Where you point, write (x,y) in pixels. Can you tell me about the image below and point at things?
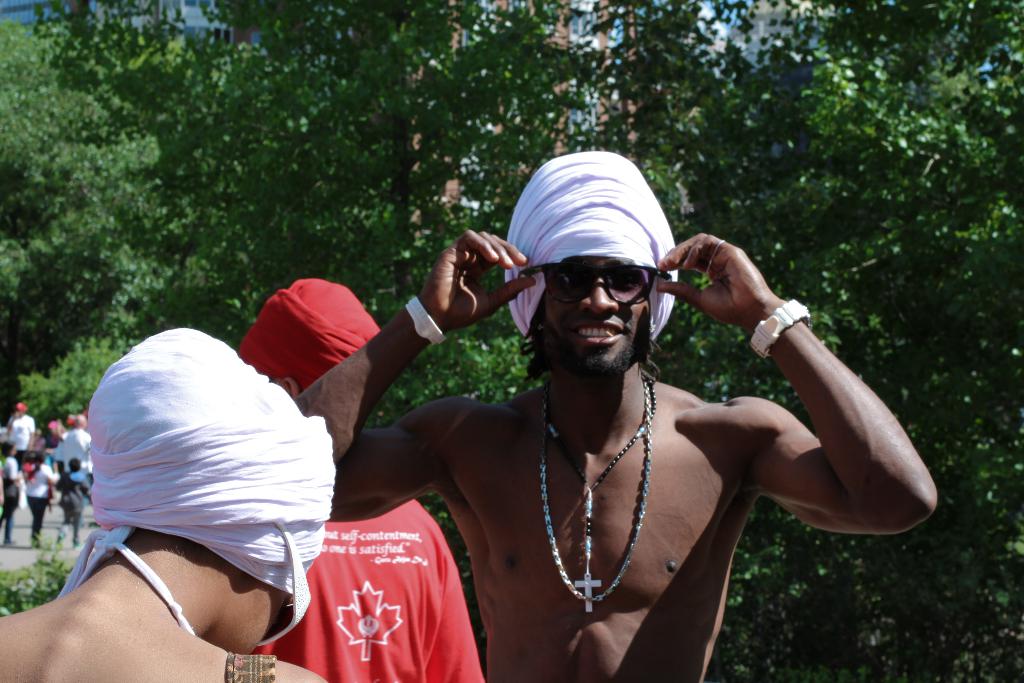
In the foreground of this image (487,424), there is a man (484,439) standing with white turban (633,251) around his head (607,288) and wearing black spectacles (592,285). On left bottom corner (210,558), there is another person (203,535) in white turban (210,481). In the background (175,310), there are trees (453,123), persons (66,449) walking on the road (12,534).
